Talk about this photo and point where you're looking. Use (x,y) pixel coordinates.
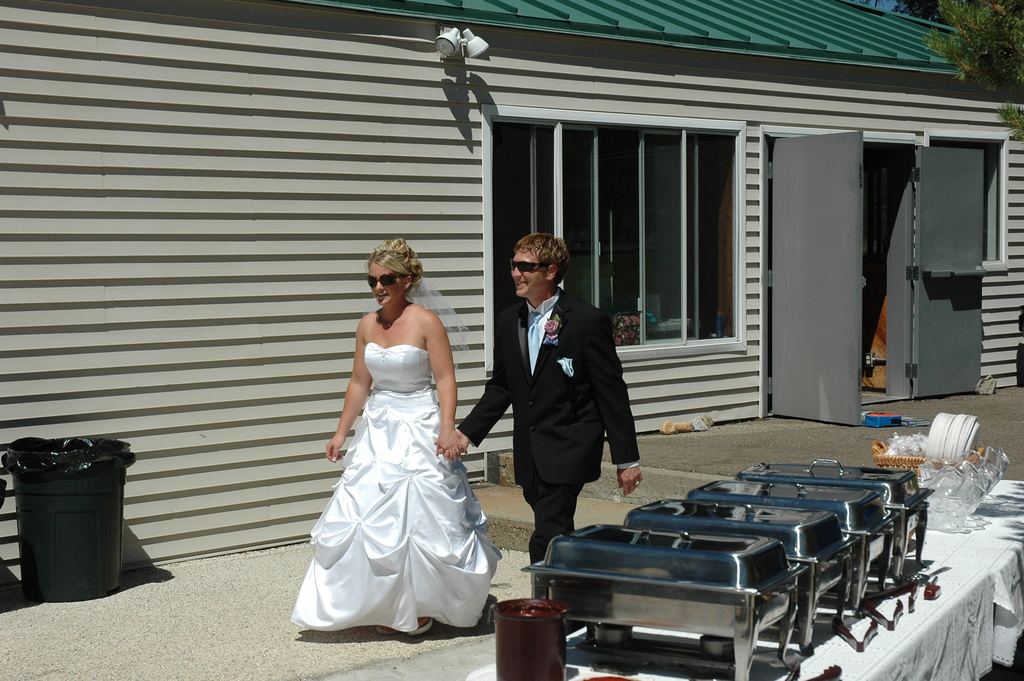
In this image, there are a few people (476,525). We can see the ground (185,567) with some objects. We can also see a dustbin (61,568) on the left (117,522). We can see a table (924,547) covered with a white cloth (932,630) with some objects (886,586) like containers (937,468) and plates (953,421) are placed on it. We can see a house (445,10) with doors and windows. We can also see a white colored object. We can see a tree (957,22) on the top right (995,86).
